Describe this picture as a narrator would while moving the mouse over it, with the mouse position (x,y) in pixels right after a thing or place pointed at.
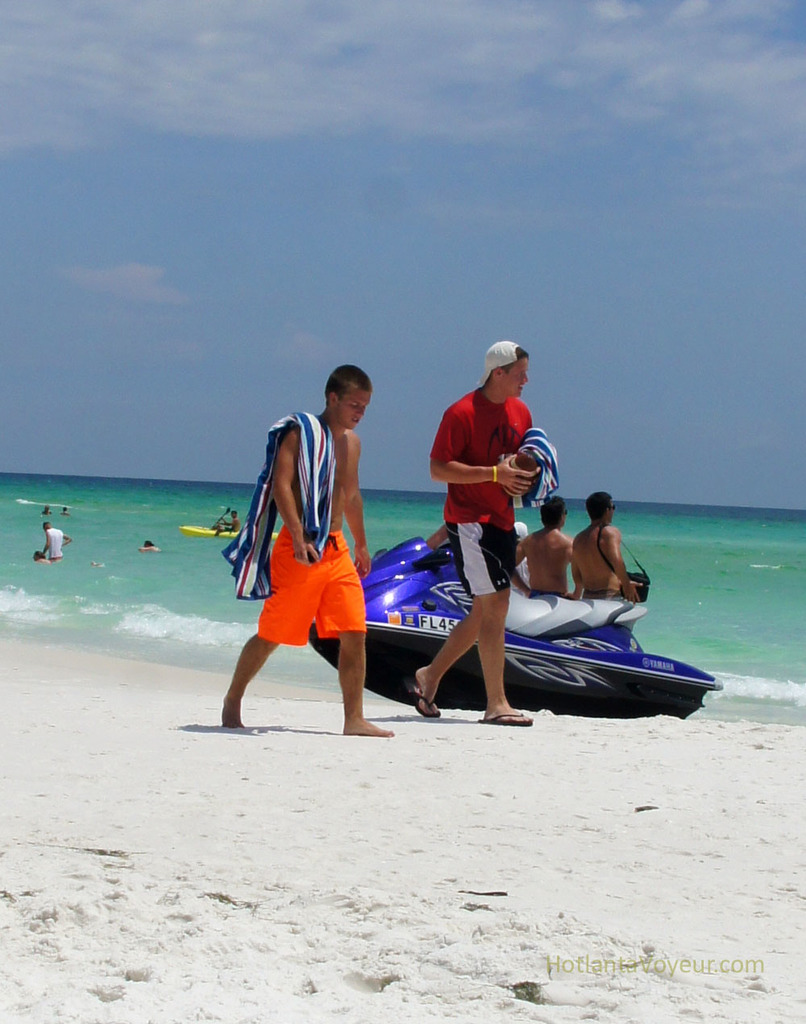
In the center of the image (282,587) there are two persons (452,511) walking on the beach (293,725). In the background of the image (645,520) there is water (662,541). There are people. There is a vehicle (459,600). At the top of the image (482,329) there is sky (376,291). At the bottom of the image (316,931) there is sand (225,971).
